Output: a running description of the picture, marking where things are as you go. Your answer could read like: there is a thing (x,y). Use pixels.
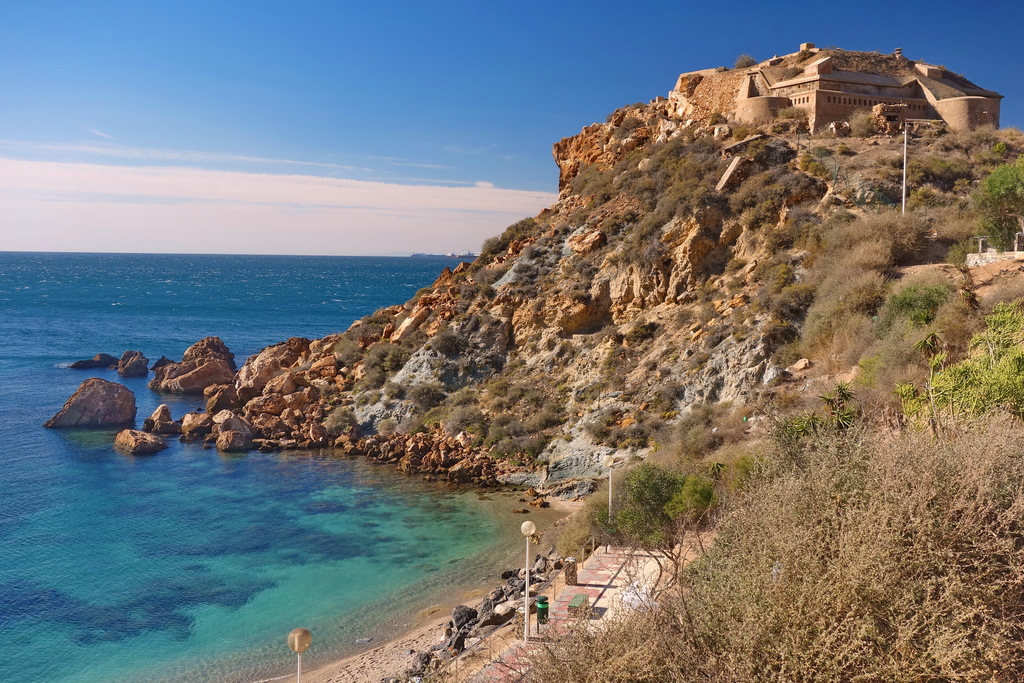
In this image we can see sky (299,209) with clouds (293,214), sea (225,255), rocks (263,447), stones (546,558), street poles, street lights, trees (850,532) and a building (813,106) on the top of the hill (679,186).
